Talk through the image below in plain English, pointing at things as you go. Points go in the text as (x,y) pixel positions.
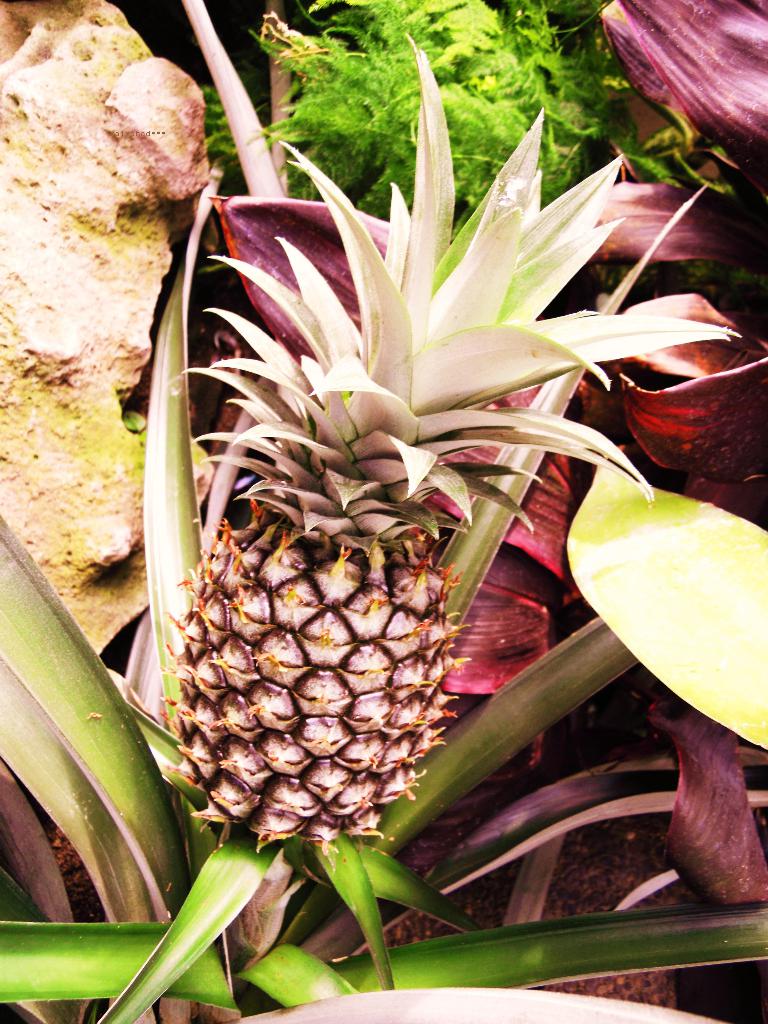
We can see pineapple (293,566), plant (691,28), leaves (396,202) and rock (11,420).
